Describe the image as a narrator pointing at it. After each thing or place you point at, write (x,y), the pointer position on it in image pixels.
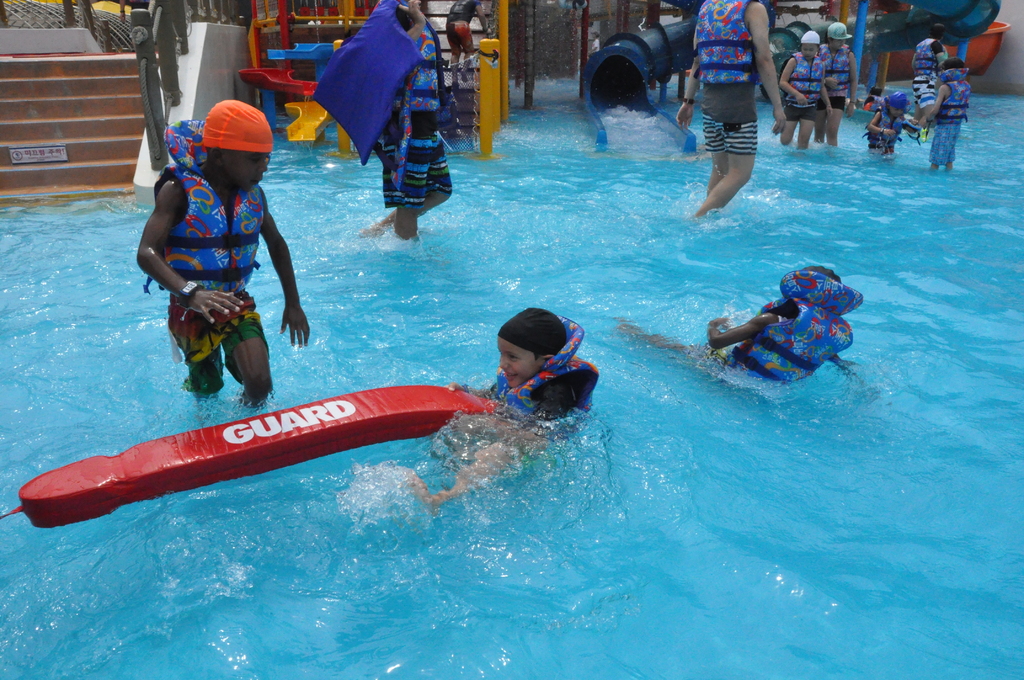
People (739,368) are in water (886,231). These people (846,84) wear life jackets (250,212). Background (625,51) there are water slides (624,67) and steps (88,91). This boy (556,322) is holding a water object (369,404).
